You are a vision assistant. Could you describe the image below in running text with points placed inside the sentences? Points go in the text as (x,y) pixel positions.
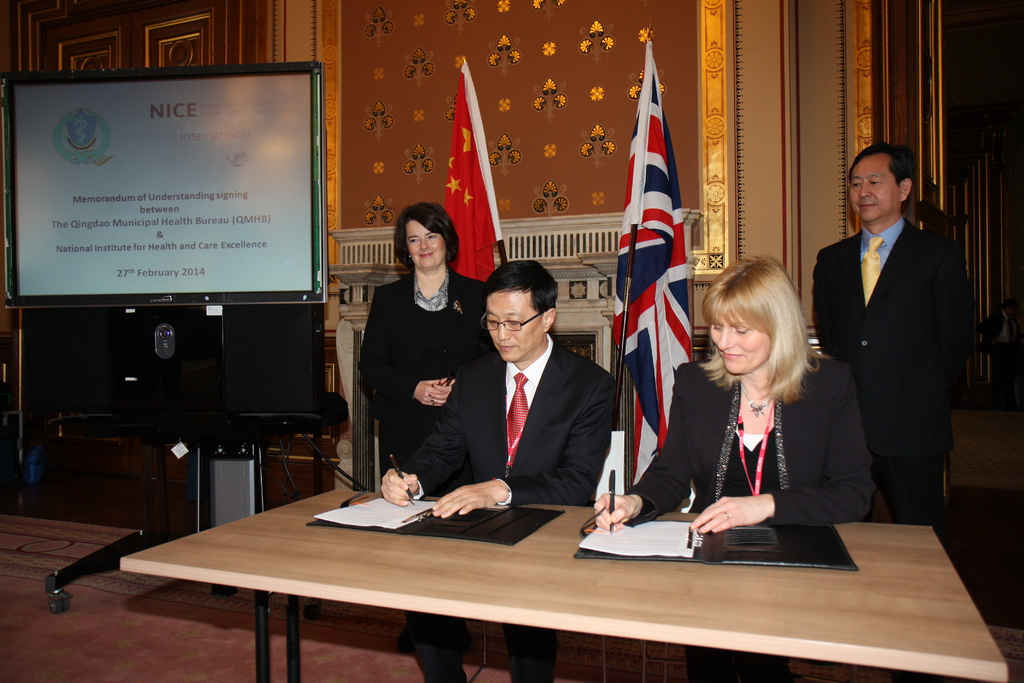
In this picture there is a man (451,410) who is sitting on the chair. Beside him there is a woman (778,437) who is sitting near to the table (529,544) and they are signing on the paper (380,525). On the table (671,593) I can see the files (624,560). Behind them there are two persons (905,305) who are standing near to the flags (620,247). On the left (49,157) I can see the television screen (99,232) which is placed on the stand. In the top left corner (118,17) there is a door (87,44).
